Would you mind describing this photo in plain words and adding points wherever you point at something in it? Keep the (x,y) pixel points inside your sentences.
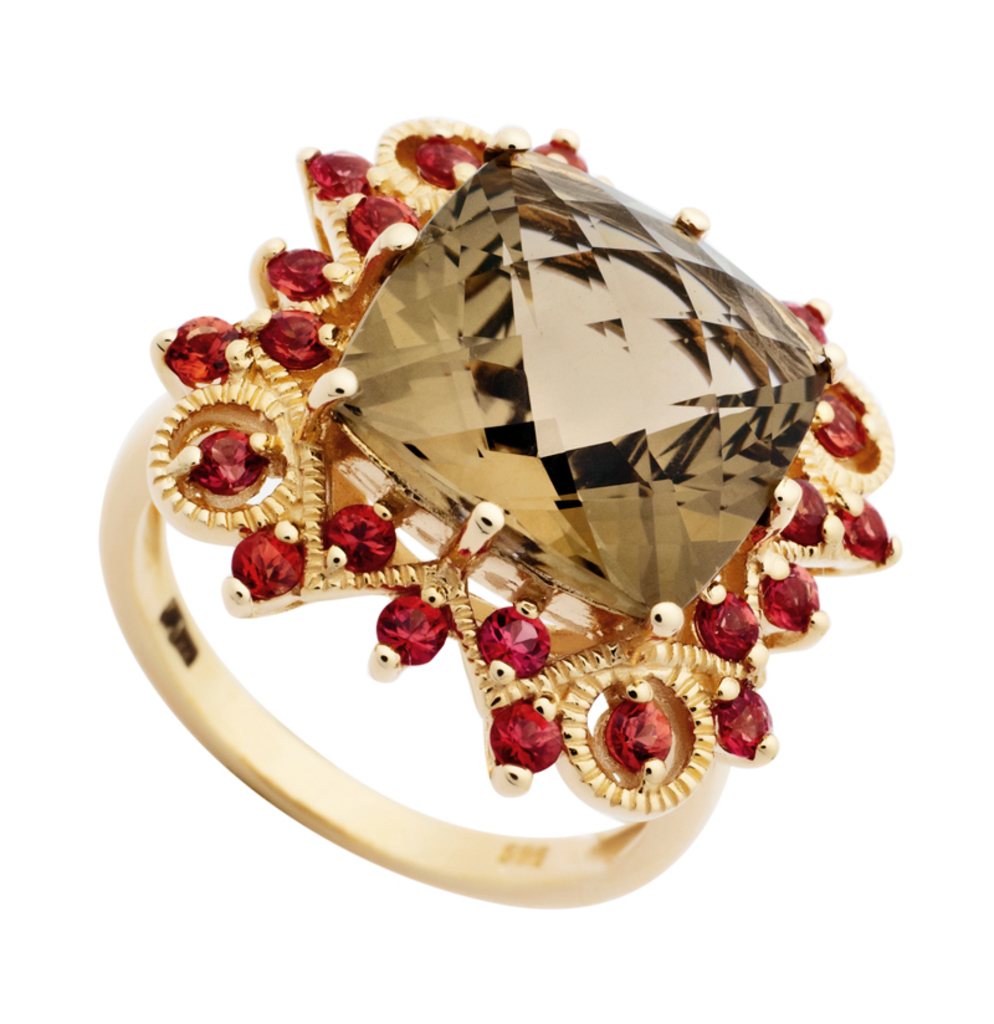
In the center of the image (498,642), we can see a ring (526,383) with stones (479,381).
